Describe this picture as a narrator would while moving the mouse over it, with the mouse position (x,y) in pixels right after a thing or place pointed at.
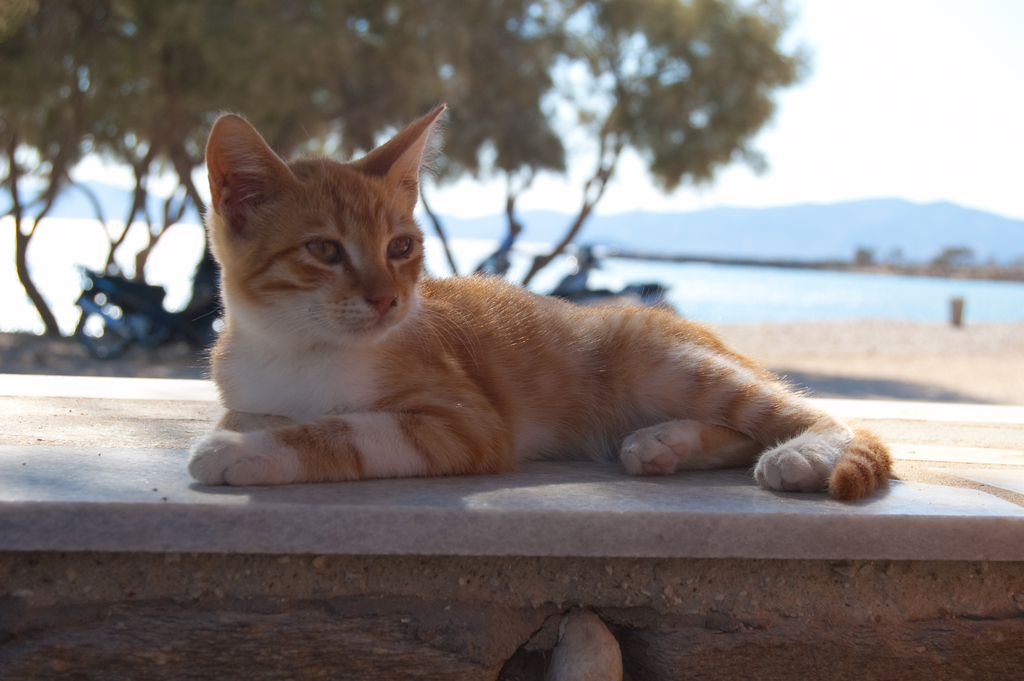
In this image we can see a cat (397,389). There are few vehicles (560,291) in the image. There are few trees (385,68) in the image. There are few hills (836,212) in the image. We can see the lake (896,296) in the image. We can see the sky (916,118) in the image.
